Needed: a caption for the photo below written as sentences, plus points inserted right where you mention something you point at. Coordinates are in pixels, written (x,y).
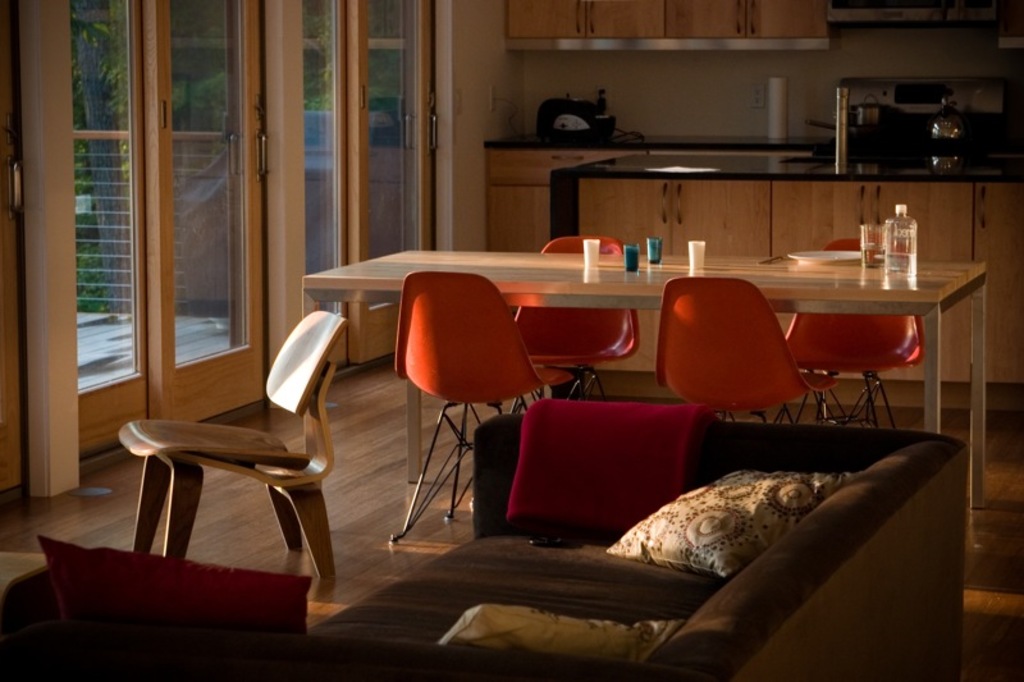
In the picture we can find a table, chairs (495,359), sofa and pillows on it. In the background (136,238) we can find a glass door (100,96) and cupboard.
